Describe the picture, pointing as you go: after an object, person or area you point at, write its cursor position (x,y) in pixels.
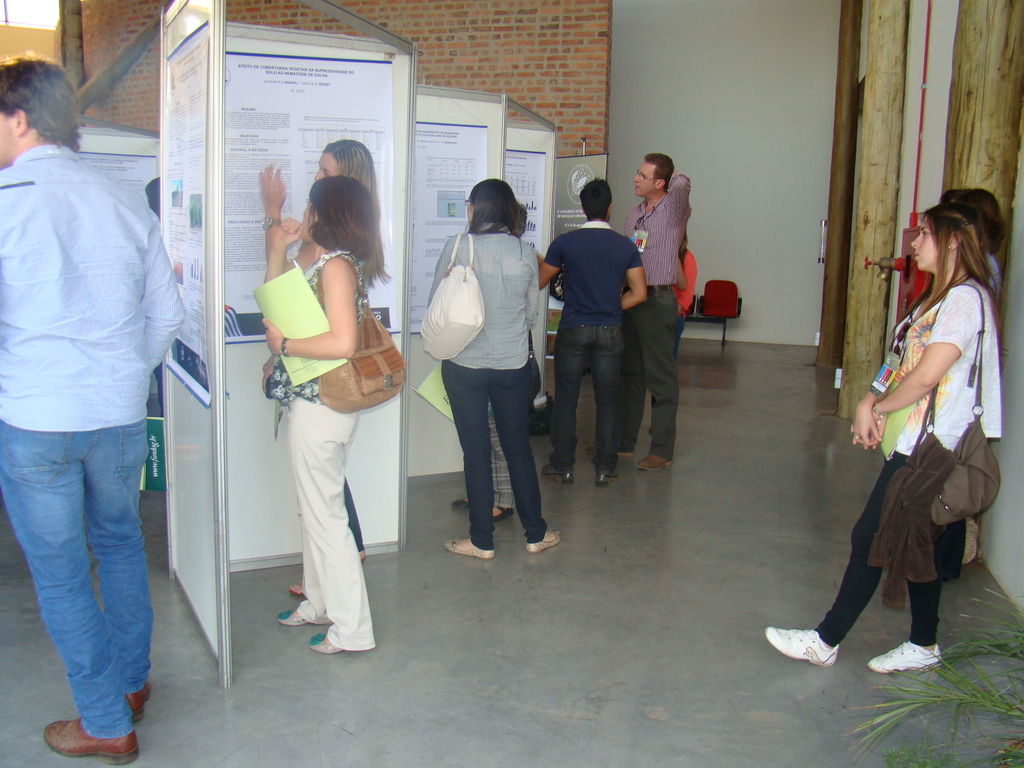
In this image there are group of persons (611,396) standing some of them are wearing hand bags (369,376), and holding some files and they are looking into some charts (256,176). In the center (404,270) there are some boards (259,532), and on the boards (266,543) there are some posters (461,202). At the bottom (375,625) there is floor (694,471) and in the background (806,193) there is wall (721,179), chairs (717,281) and some other objects (873,307).
